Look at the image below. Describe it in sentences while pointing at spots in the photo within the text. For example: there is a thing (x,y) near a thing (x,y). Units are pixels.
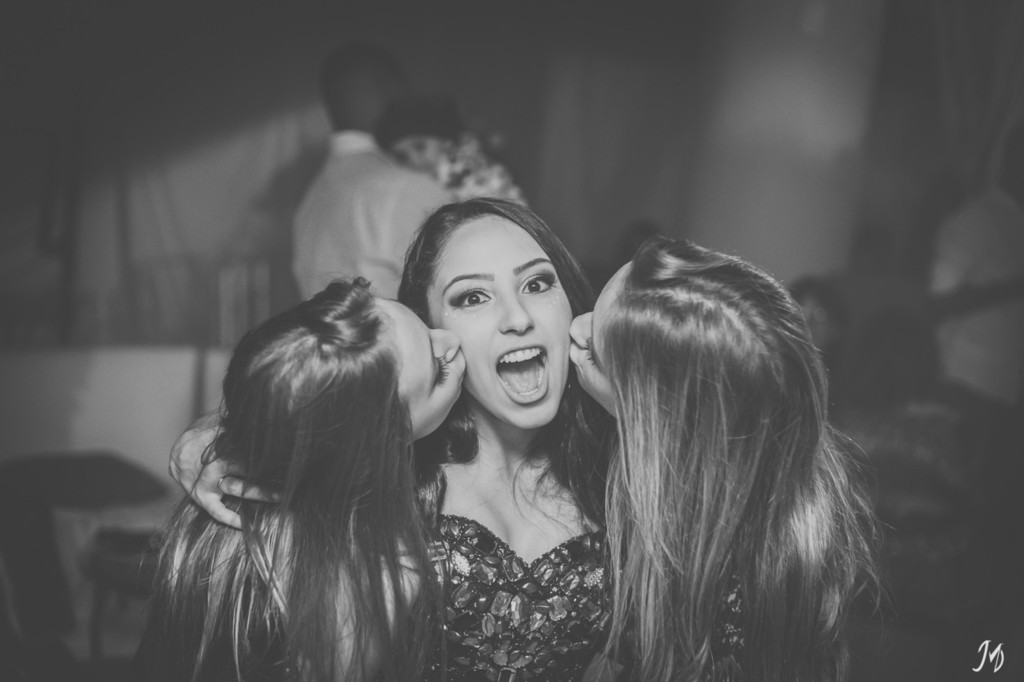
In this image I can see three women (517,383) in the center of the image (631,422) two women (750,467) on the right (826,458) and left sides are kissing the woman (543,309) in the center (497,337). Behind these people (508,320) there is a man (326,195) holding a kid (416,102).
